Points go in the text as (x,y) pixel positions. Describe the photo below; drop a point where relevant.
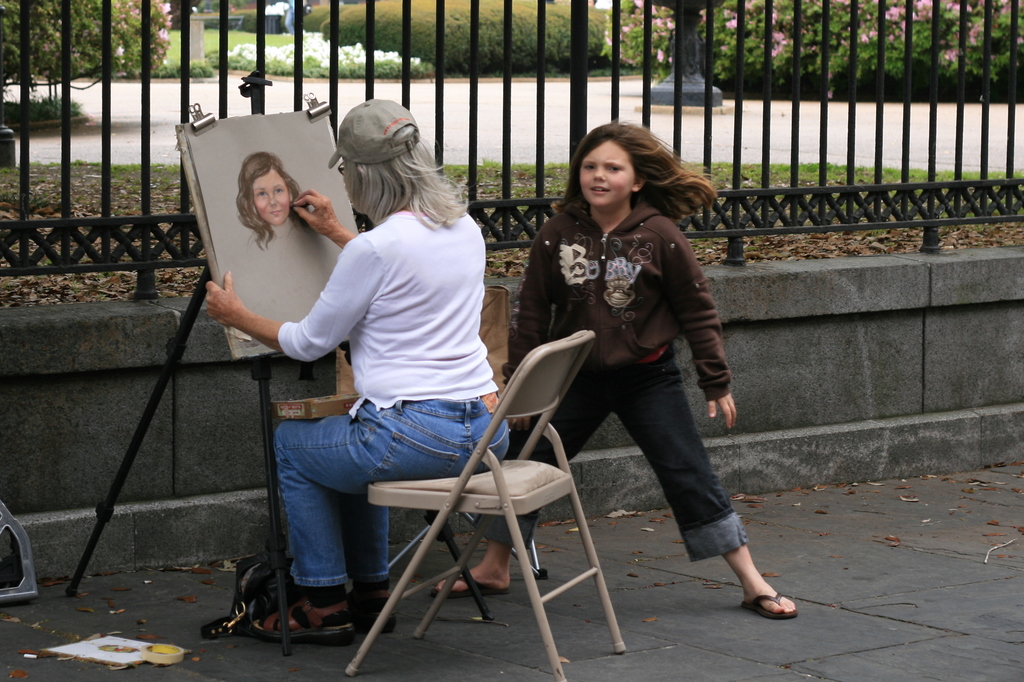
As we can see in the image, there are trees (762,49), road (552,85), fence (617,69) and two persons (448,295) and the woman (410,292) who is sitting on chair (527,456) is wearing cap (378,149) and drawing on board (285,220).
